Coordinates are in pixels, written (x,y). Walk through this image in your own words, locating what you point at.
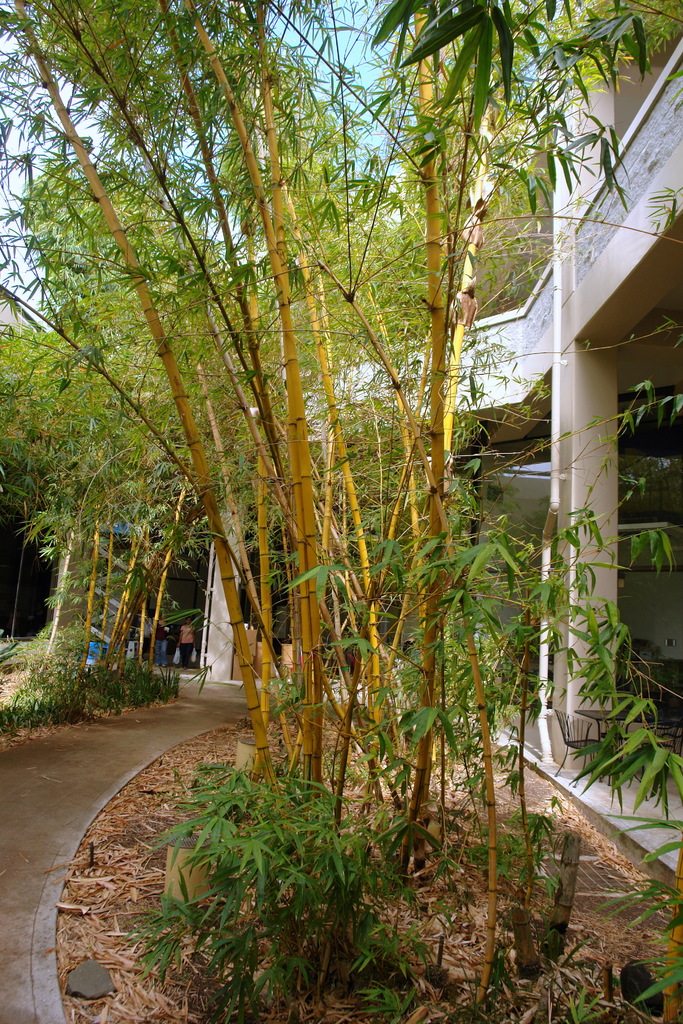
These are the bamboo trees (462,527) in the middle of an image (369,580), in the right side (579,337) there is a building (512,497).
